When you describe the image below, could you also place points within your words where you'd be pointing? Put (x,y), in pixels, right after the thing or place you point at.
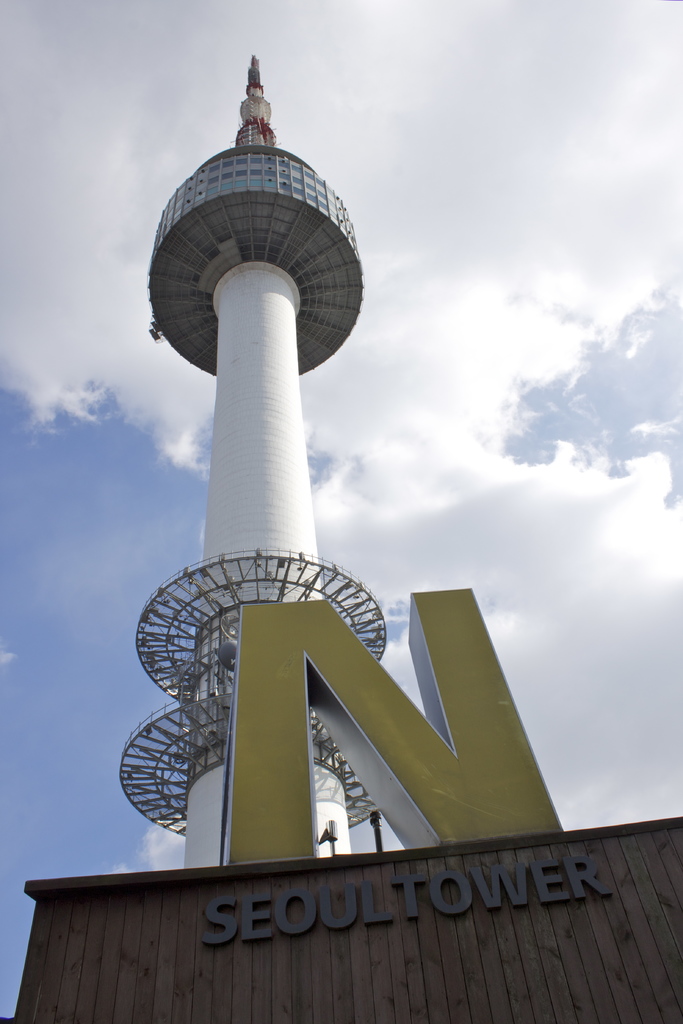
In this picture I can see a tower (283,479) and I can see text (212,905) on the wall (347,884) and I can see a blue cloudy sky (657,388).
